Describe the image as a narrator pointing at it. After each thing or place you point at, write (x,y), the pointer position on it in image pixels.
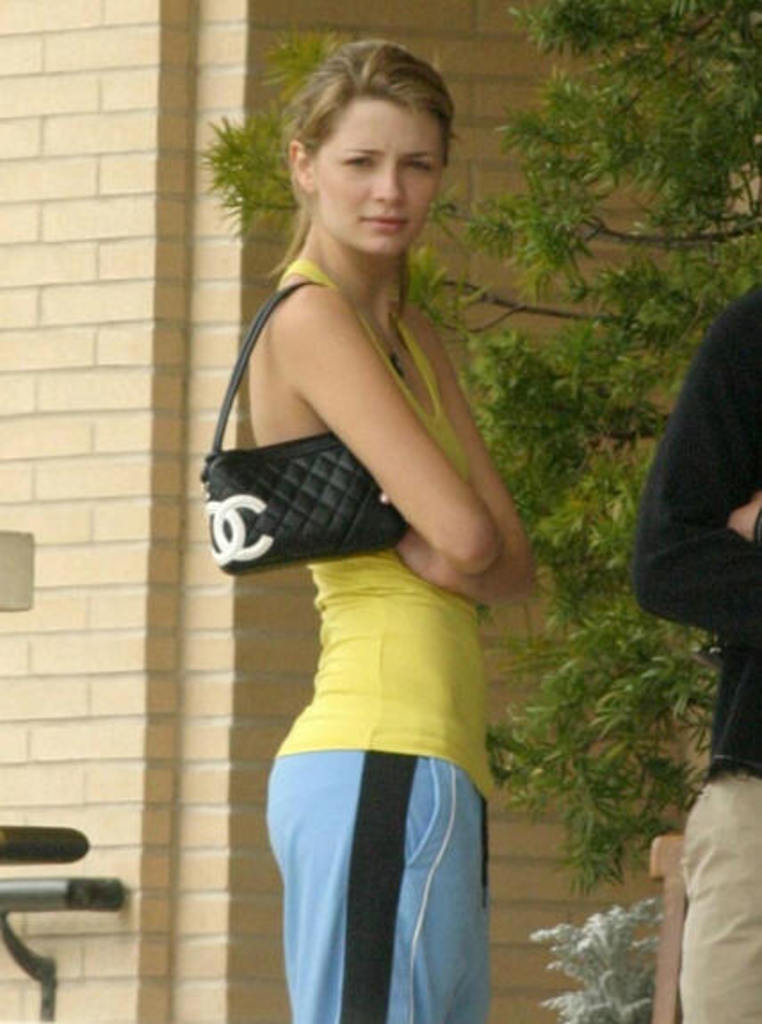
There is a woman (406,475) standing here looking at something. she is carrying handbag (325,493), beside her there is a person (738,868). In the background (134,364) there is a brick wall (127,423) and a tree (610,313).
